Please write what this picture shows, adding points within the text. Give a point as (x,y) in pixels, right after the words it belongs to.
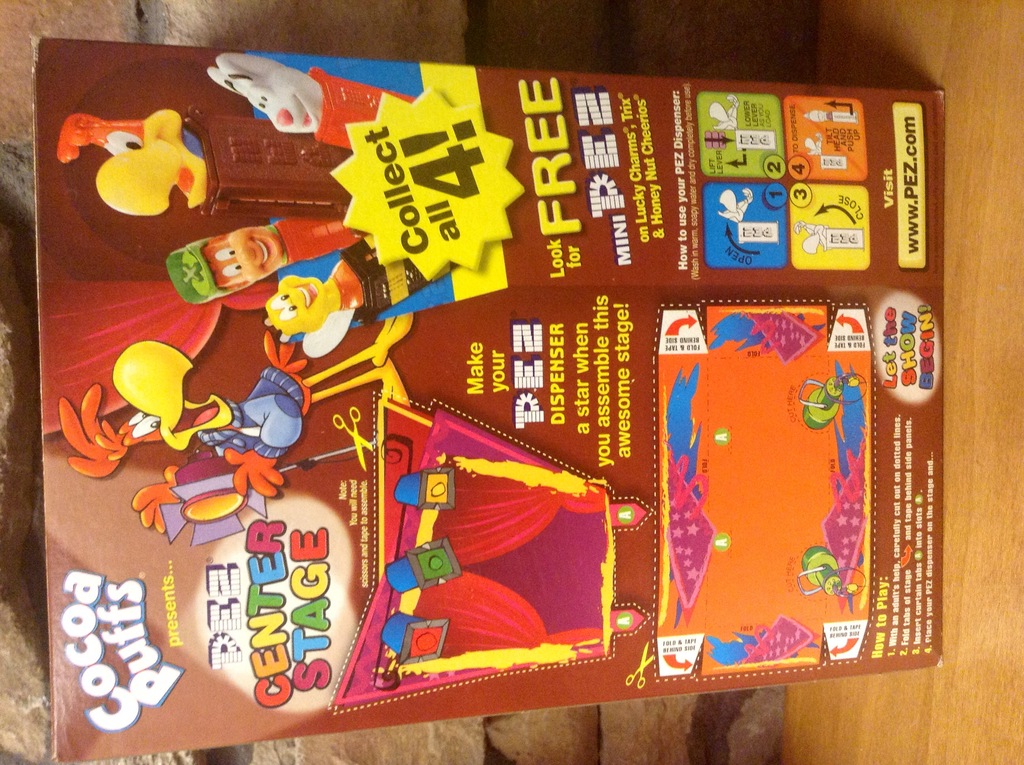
On the right side of the image (892,745) we can see a table (981,37), on the table (889,58) there is a paper (234,282). Behind the paper (246,182) there is wall (209,19).
